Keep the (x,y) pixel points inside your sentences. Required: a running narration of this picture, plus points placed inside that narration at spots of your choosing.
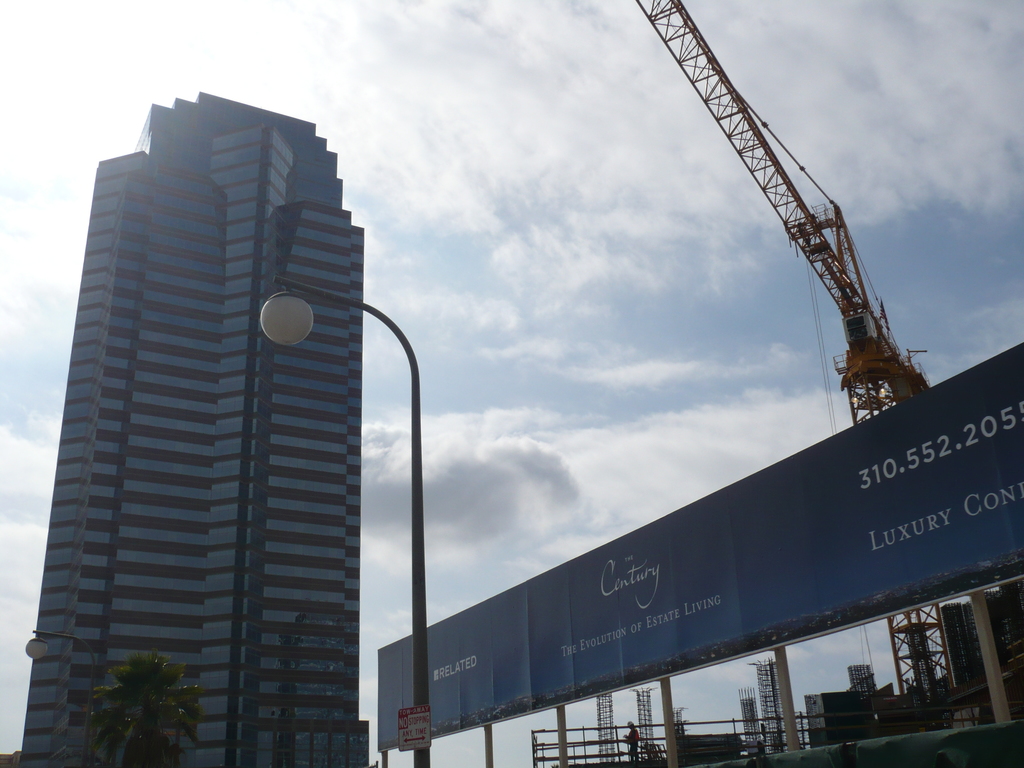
In this image I can see buildings (342,675), towers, metal rods (611,701), tree (164,670) and the sky (654,240). This image is taken may be during a day.
